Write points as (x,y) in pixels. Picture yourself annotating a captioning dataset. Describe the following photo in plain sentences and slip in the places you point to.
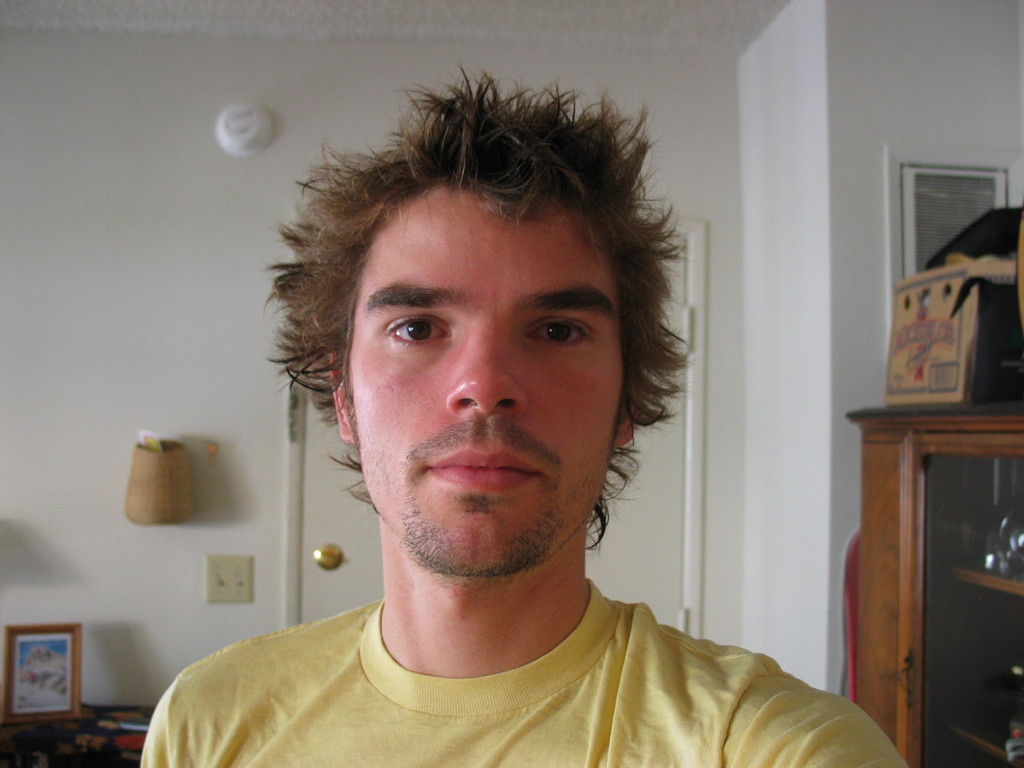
In this picture we can see a man (461,640) in the front (467,670), in the background (292,459) there is a wall (22,520) and a door (345,527), at the left bottom (59,673) we can see a photo frame (64,671), it looks like a pen stand (157,481) on the wall (170,586), on the right side (977,547) there is a cupboard (934,526), we can see a box (963,312) on the cupboard (887,457).
